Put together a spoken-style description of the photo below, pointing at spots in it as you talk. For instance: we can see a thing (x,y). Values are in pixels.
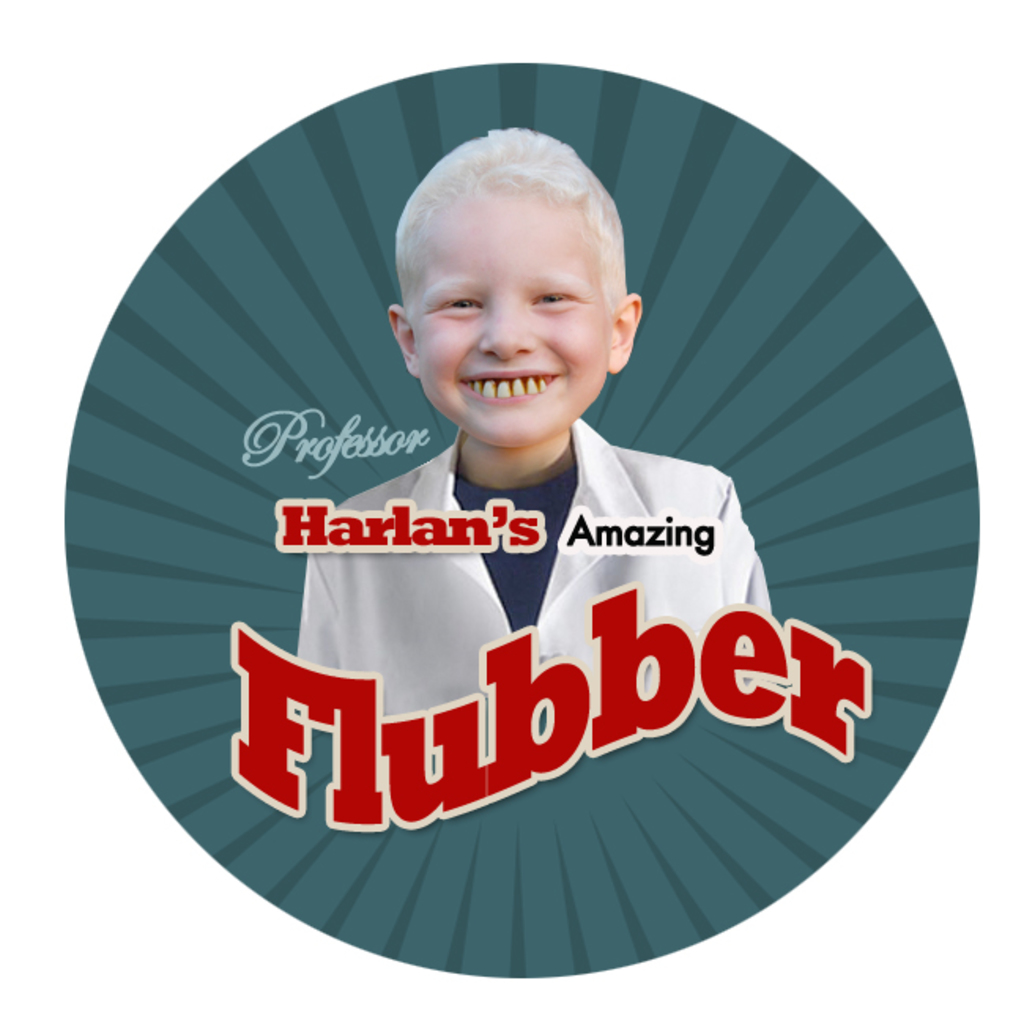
This is a poster (560,543). In the center of the picture (539,351) there is a kid (535,331) smiling. On the poster (619,660) there is text (401,509). The poster (351,592) has green background (380,346).
